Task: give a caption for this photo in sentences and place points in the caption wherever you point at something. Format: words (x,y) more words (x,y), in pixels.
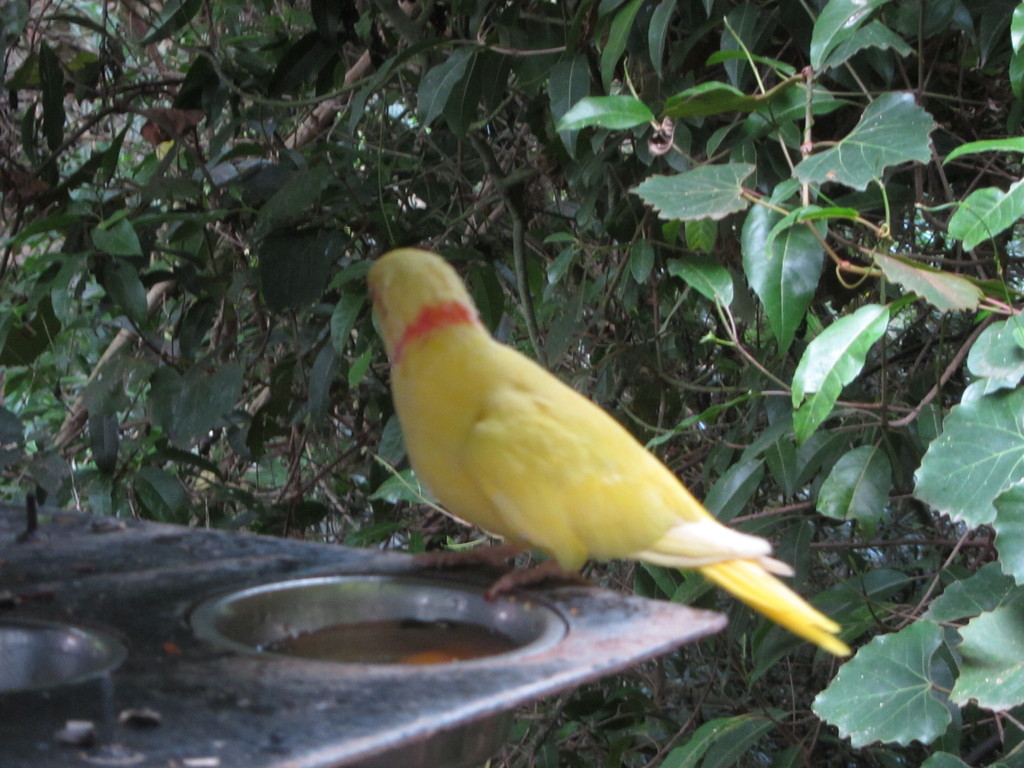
In the image there is a bird (466,495) standing on an object (26,727) and around the bird (550,545) there are many branches (589,160) of a tree (278,64).
